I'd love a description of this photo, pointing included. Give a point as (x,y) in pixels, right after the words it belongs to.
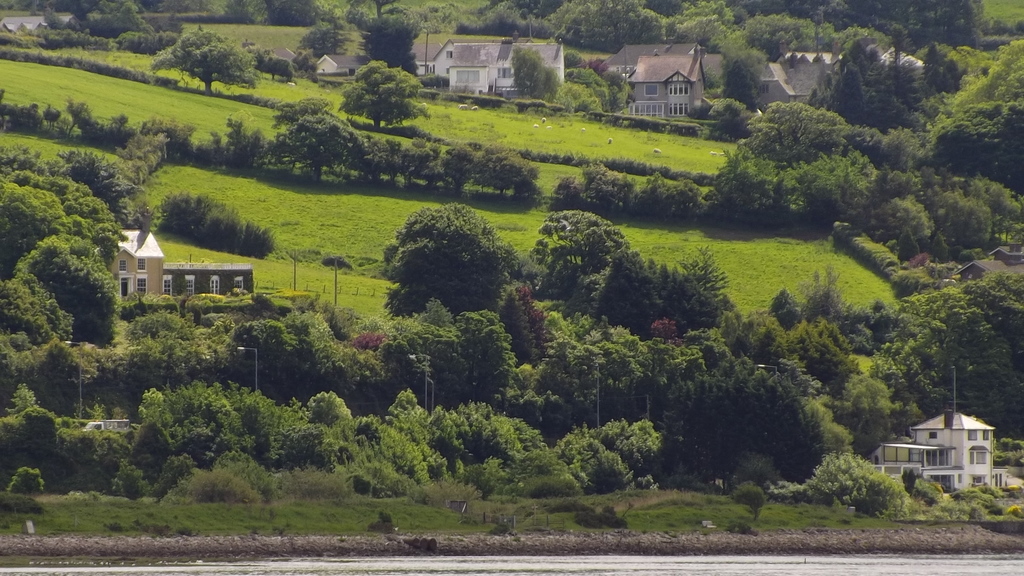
In this image there are some buildings (988,480) surrounded with so many trees (941,328) and some animals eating the grass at the middle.
